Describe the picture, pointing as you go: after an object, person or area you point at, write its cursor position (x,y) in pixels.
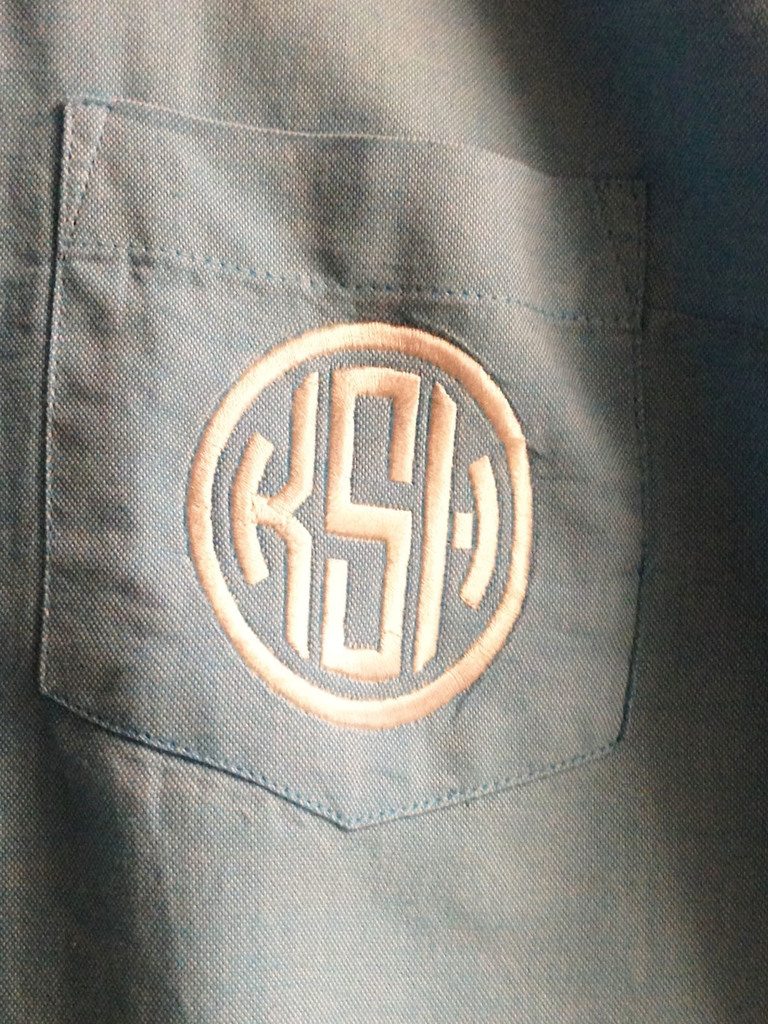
In the center of the image (412,579) we can see pocket (434,493) of a shirt (335,725).
